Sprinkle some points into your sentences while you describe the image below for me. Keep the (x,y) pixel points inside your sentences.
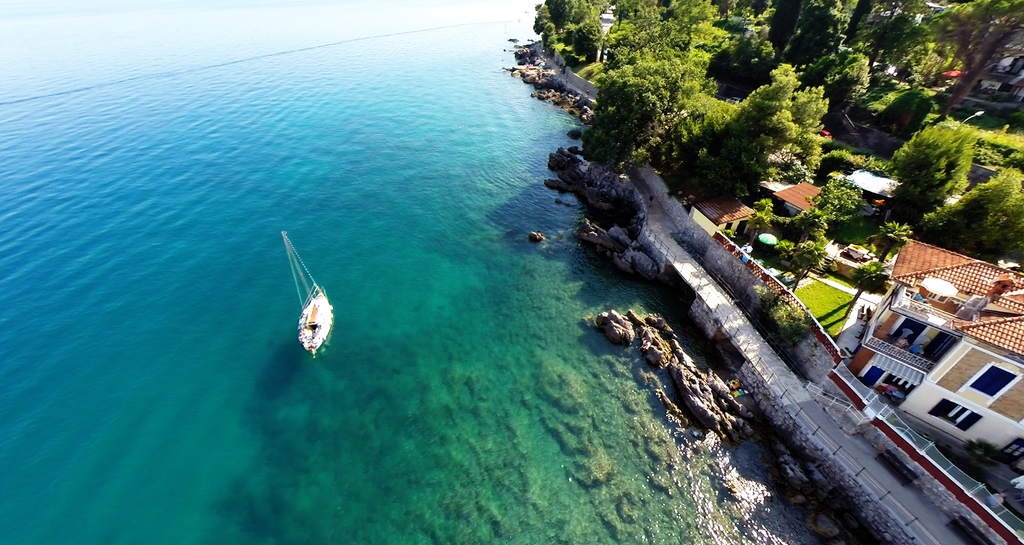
In this image I can see water (388,172) on the left side (252,149) and on the water (262,330) I can see a white colour boat (293,269). On the right side of this image (1019,435) I can see number of buildings (800,184), number of trees (908,153) and on the bottom right side of this image (983,501) I can see one person (999,498).
